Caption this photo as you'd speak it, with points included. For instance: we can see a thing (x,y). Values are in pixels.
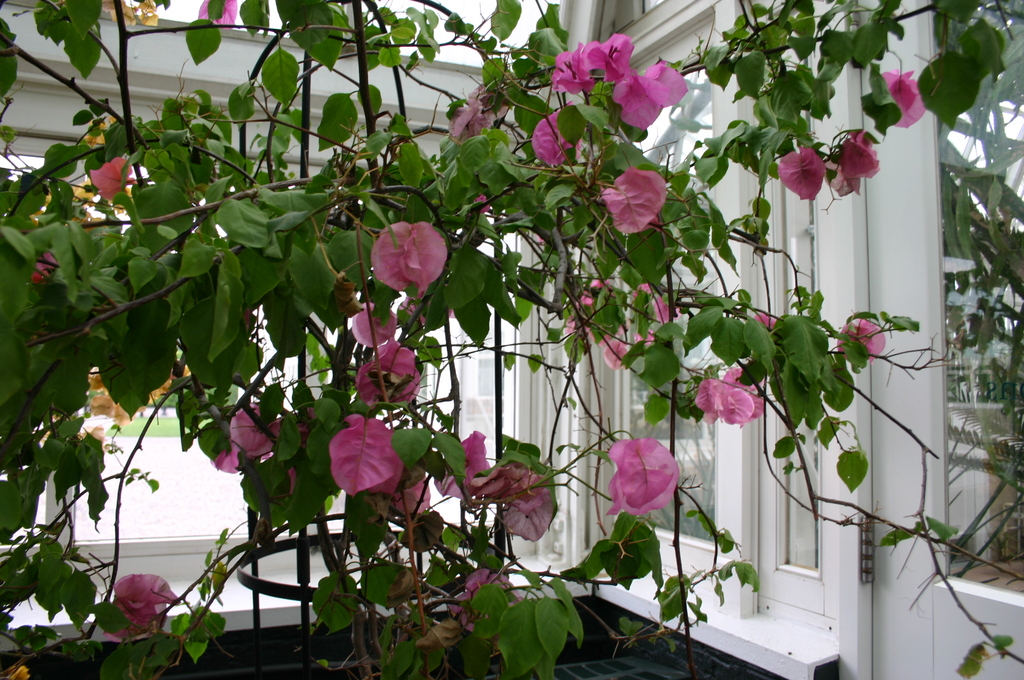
In this picture I can see there is a plant (408,395) and it has some flowers (748,388) and in the backdrop (995,666) there is a door (887,395) and a window (521,377).
